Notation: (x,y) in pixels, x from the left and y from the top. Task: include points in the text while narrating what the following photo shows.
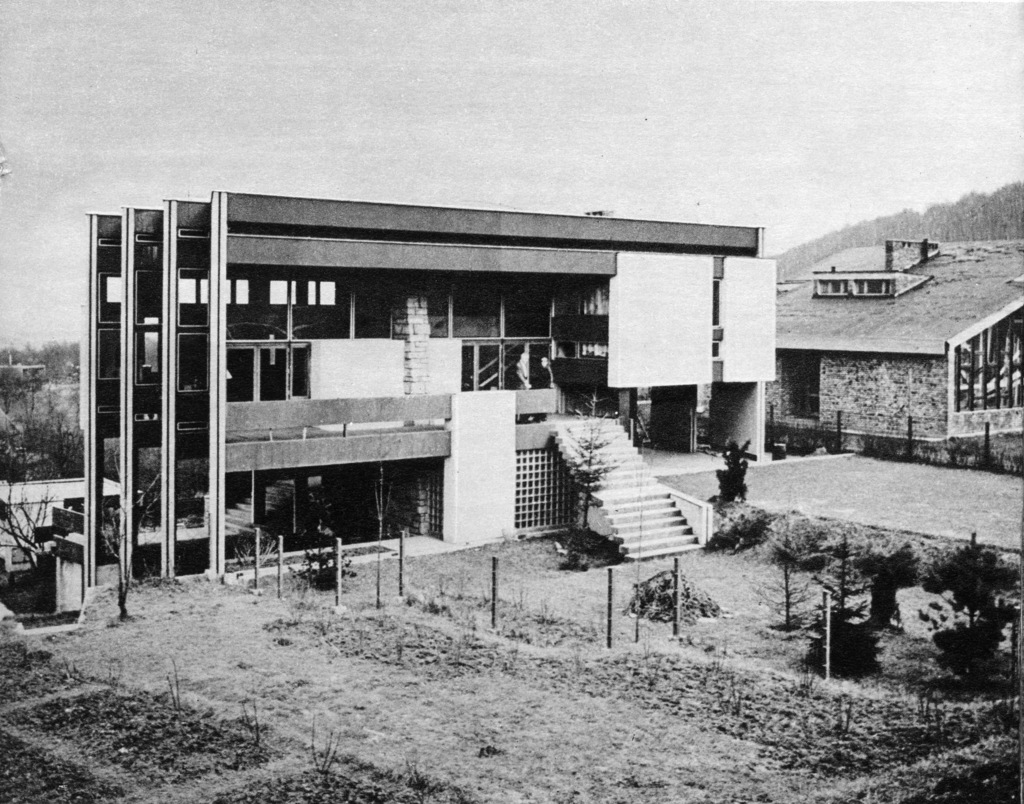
In this picture I can see buildings (466,493), trees (27,465) and few plants (795,524) and I can see a hill (929,230).
